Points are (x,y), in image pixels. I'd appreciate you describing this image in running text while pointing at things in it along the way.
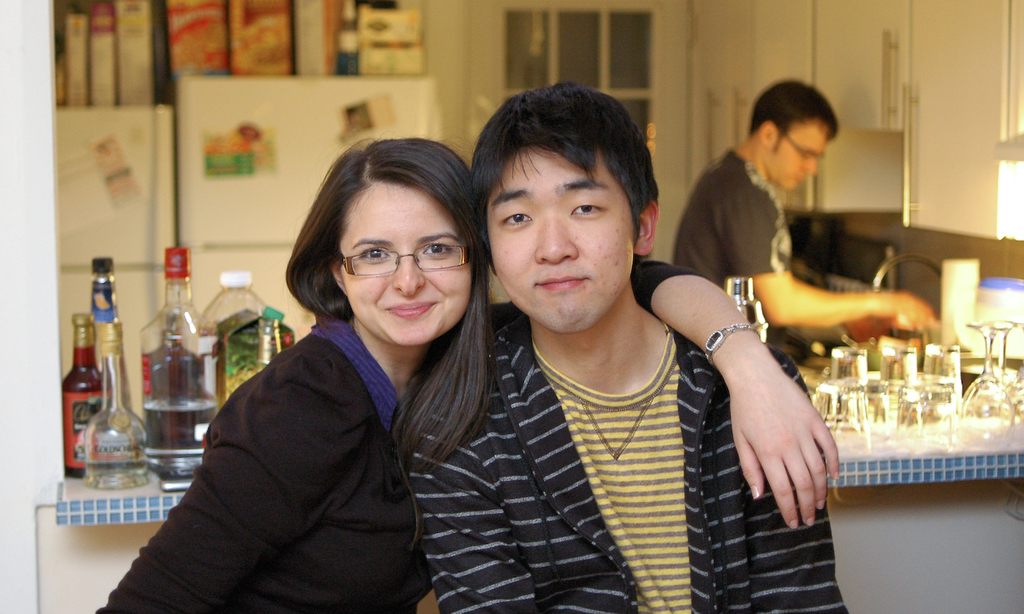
This picture seems to be clicked inside the room (6,529). In the foreground (675,392) we can see the two persons (430,482) seems to be sitting. On the right (801,115) we can see a person (751,185) standing and seems to be working and we can see the glasses (929,381), bottles (219,373) and many other objects (966,314) are placed on the top of the kitchen platform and we can see the tap (874,274), cabinets (882,47), door (652,58), refrigerator (257,176), boxes (136,67) and some other items (256,132).
